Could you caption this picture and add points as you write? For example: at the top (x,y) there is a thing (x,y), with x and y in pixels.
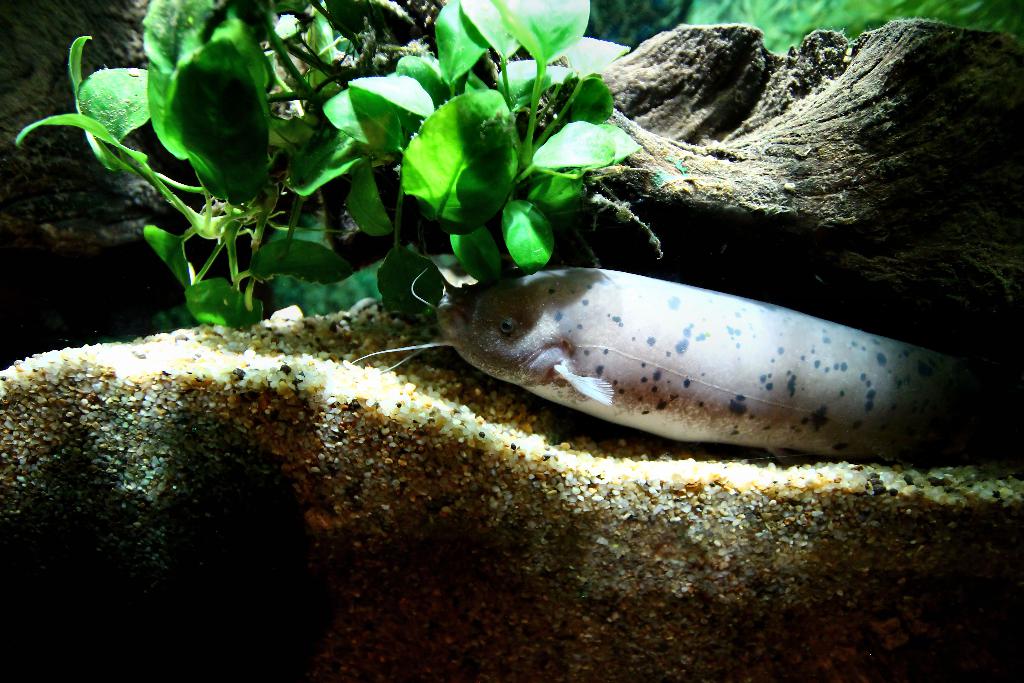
It seems to be a water body (167,155) and here we can see a plant (408,186) and a fish (655,359).
